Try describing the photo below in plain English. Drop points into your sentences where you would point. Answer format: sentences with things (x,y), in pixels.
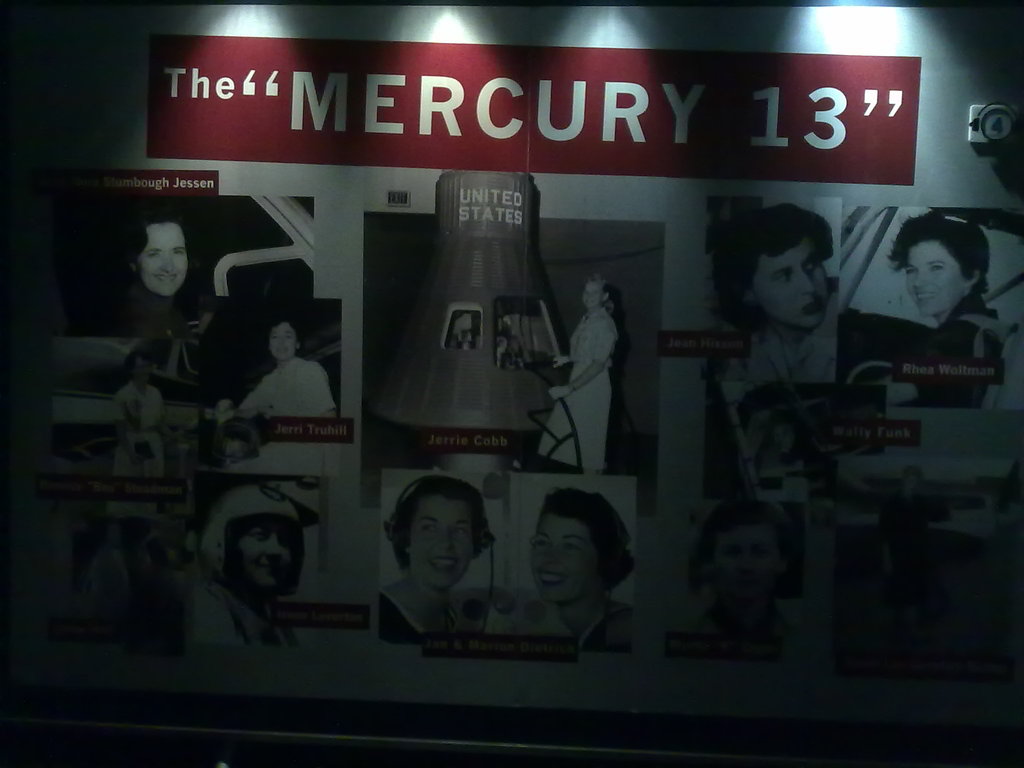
In this image I can see a board (634,642) which consists of some images (568,535) of persons (459,565) on it. On the top of this board (495,124) I can see some text (485,91). These pictures (326,342) are in black and white colors.
